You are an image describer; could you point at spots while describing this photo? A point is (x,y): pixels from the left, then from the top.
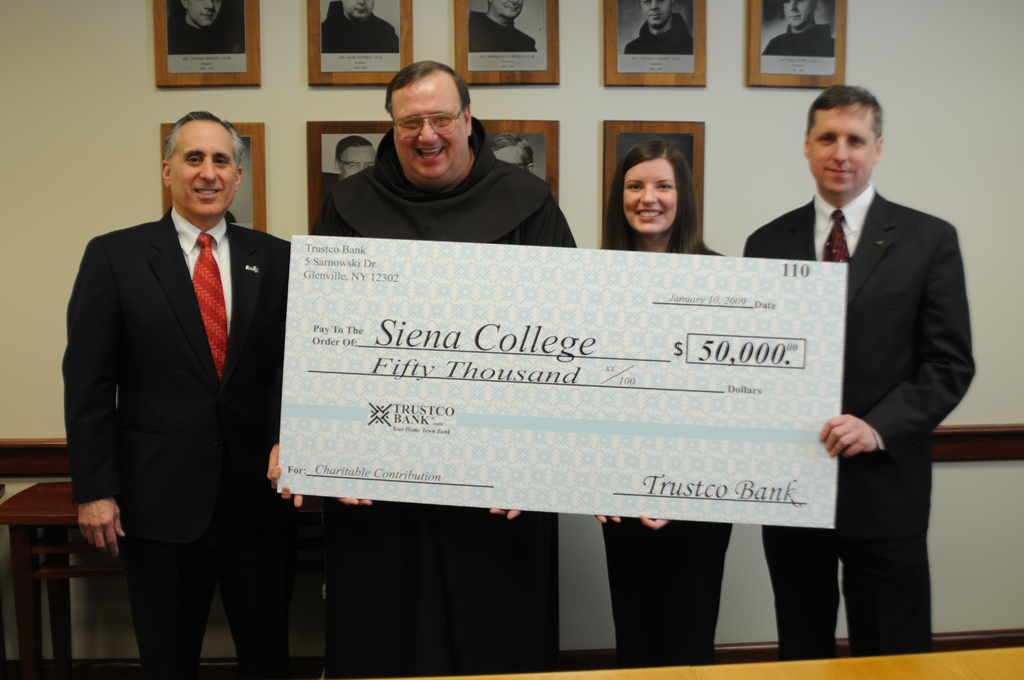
In this image we can see few persons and among them few persons (644,518) are holding a big cheque (656,470) in their hands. In the background (18,257) we can see a table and frames (203,22) on the wall (34,66).
